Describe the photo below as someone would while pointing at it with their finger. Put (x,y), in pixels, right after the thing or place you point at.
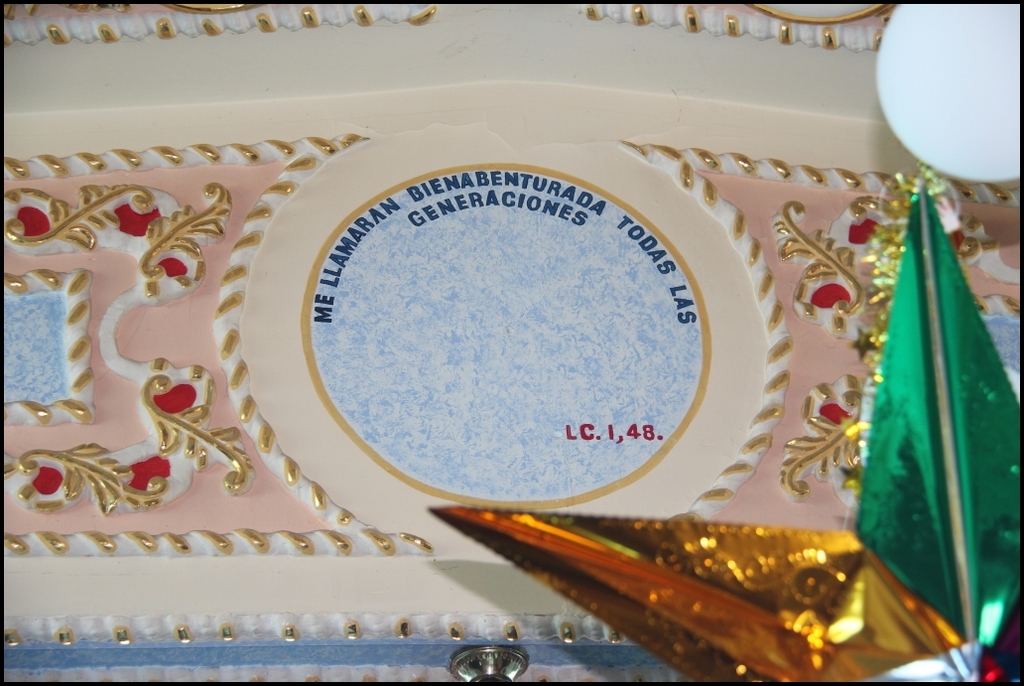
In this image we can see some text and design (590,241) on the wall (249,133) and on the bottom right corner of the image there is a star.
